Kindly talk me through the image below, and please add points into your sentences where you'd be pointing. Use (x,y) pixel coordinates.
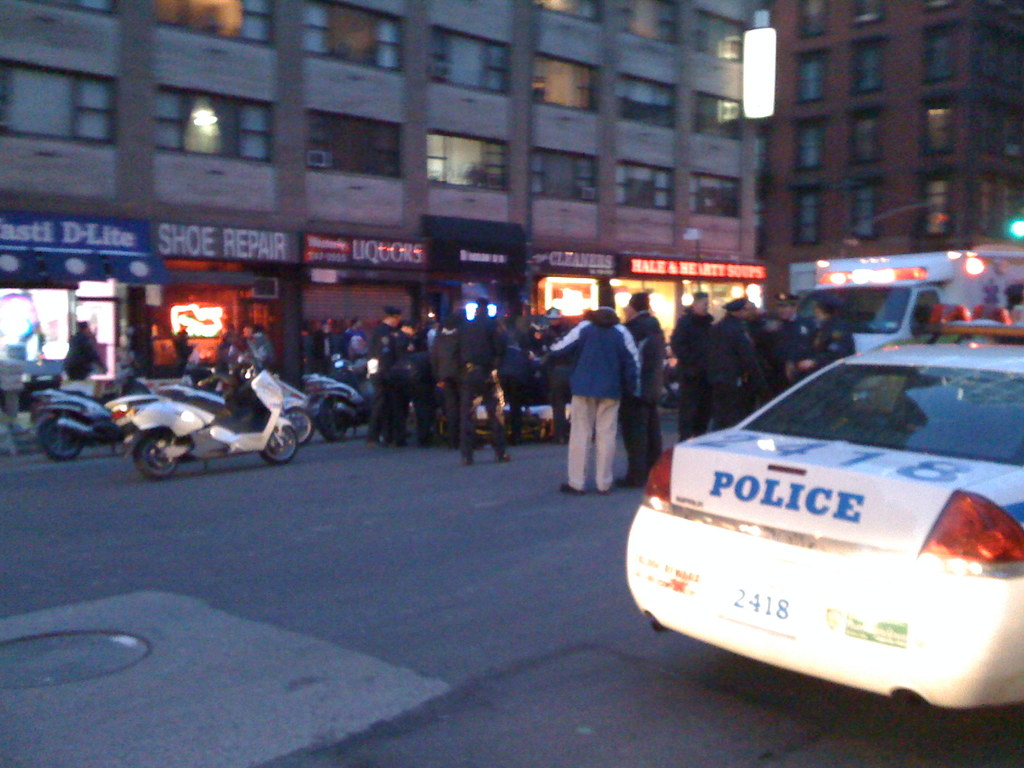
This is the picture of a city (623,62). In this image there are vehicles (830,575) on the road (620,605) and there are group of people (597,438) standing on the road (581,551). At the back (640,158) there are buildings (677,104) and there are boards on the buildings (530,303). At the bottom (480,594) there is a road (364,542) and there is a manhole (62,673).
